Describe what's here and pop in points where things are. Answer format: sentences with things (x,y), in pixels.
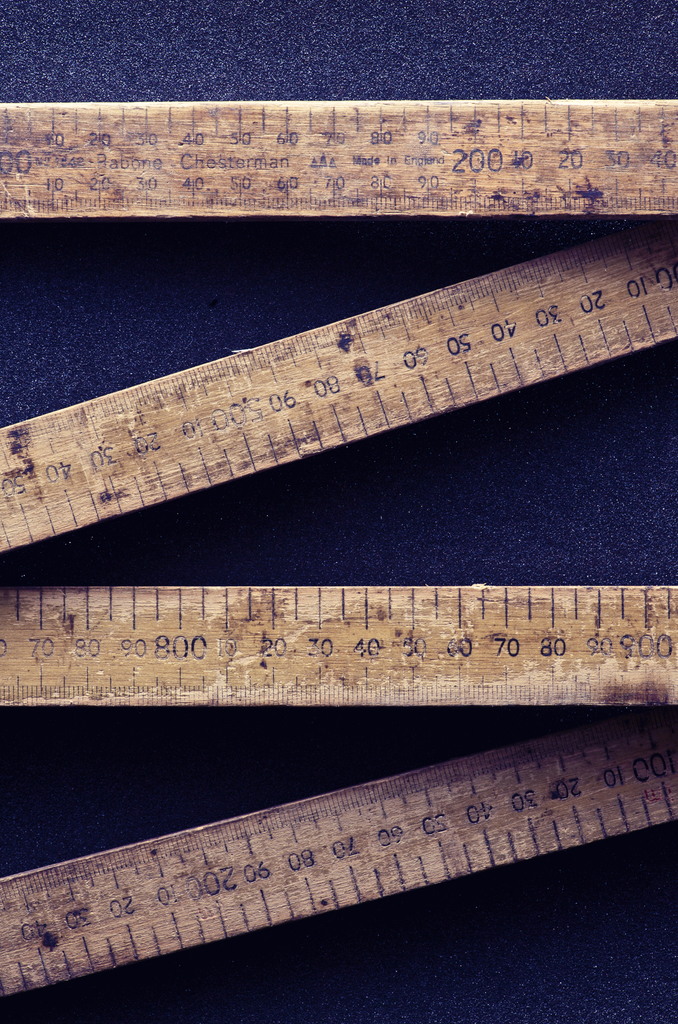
In this image I can see four wooden scales (300,163) which are placed on a blue color sheet (254,61).
